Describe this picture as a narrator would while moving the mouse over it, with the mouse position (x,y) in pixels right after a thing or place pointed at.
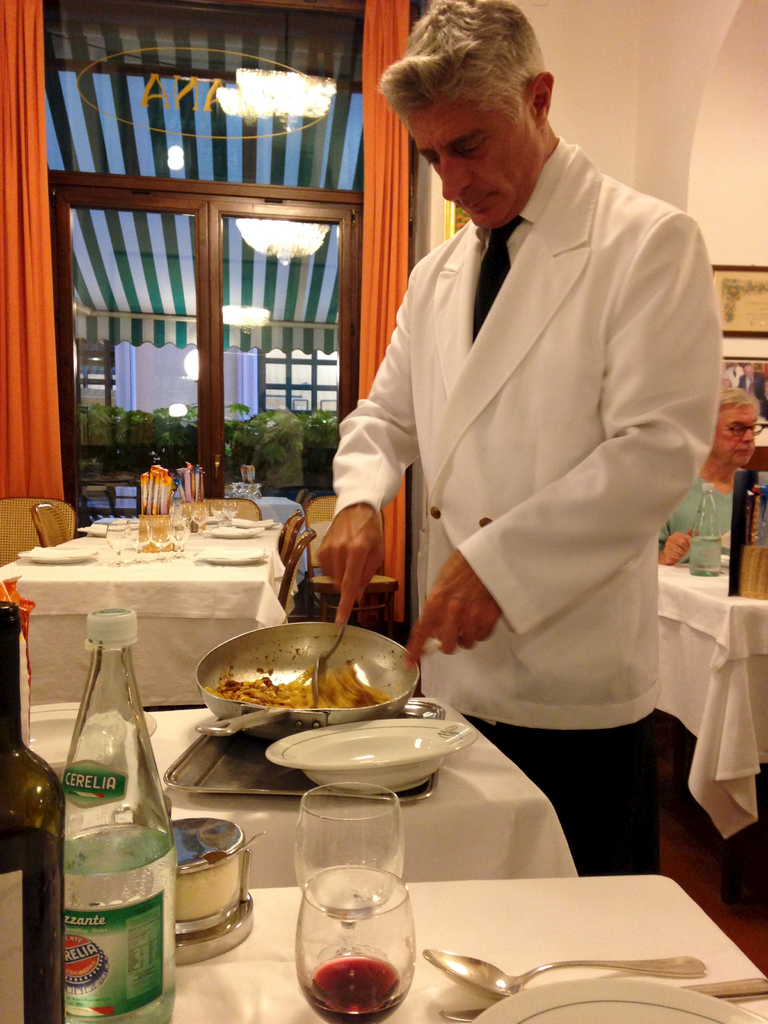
Here a man (467,517) is serving food (322,699) into the plate (363,777). In the background (336,291) we can see curtains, door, wall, tables (700,596) and chairs (329,513). On the tables (125,576) we can see bottles (113,975), plates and glasses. On the right (724,548) a person (686,523) is sitting at the table (739,596).
